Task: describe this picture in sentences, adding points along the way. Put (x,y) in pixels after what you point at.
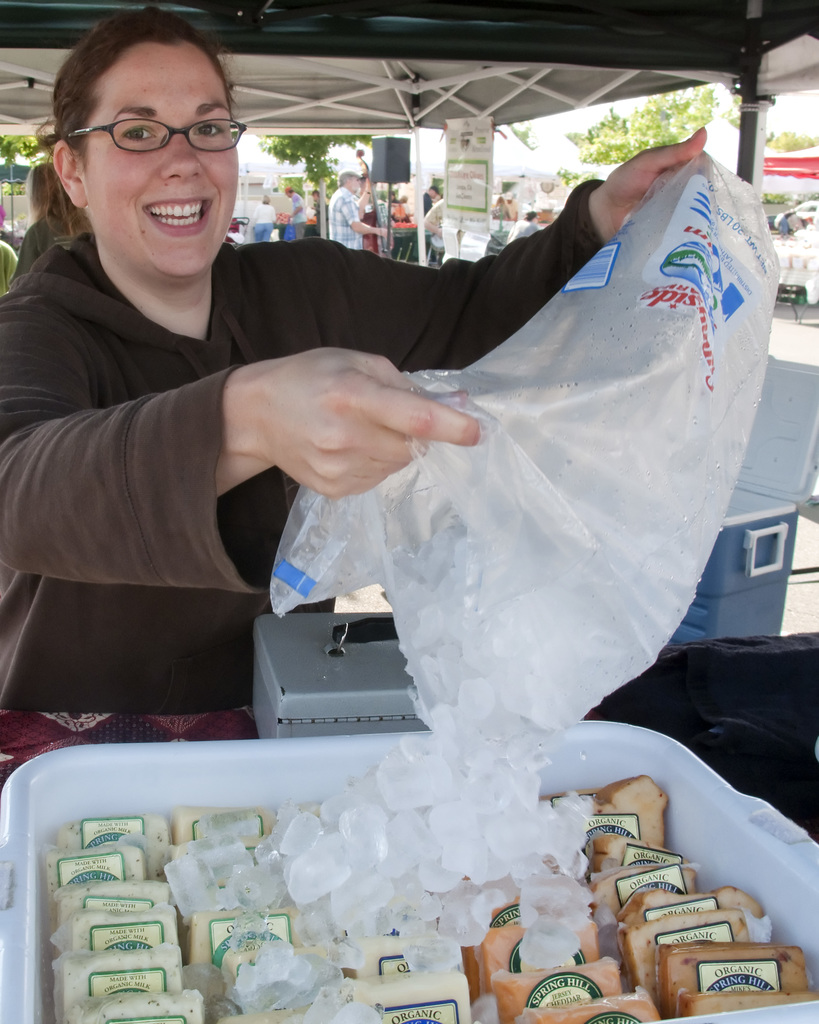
In this image there is a lady (249,552) under the tent (800,22) pouring ice cubes (564,848) in the tray (790,914) where we can see some food packets (737,934), beside the tray (359,752) there is a box (328,732), also there are so many people (51,195) at the back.
